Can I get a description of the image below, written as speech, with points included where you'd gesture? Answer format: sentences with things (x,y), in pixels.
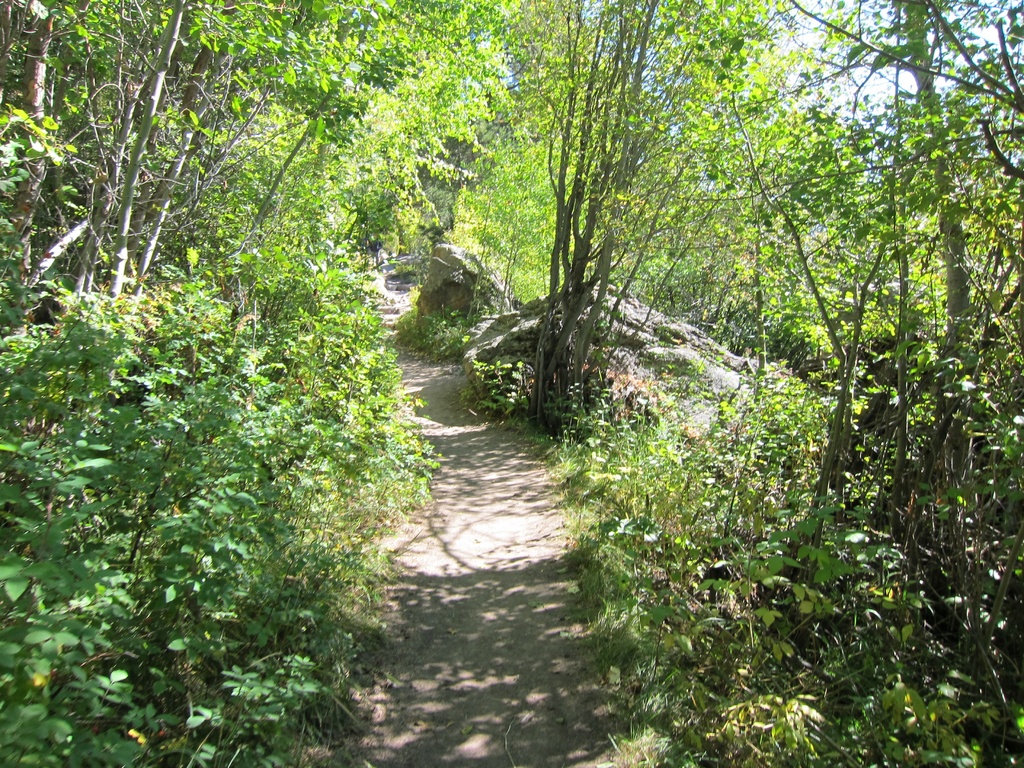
The picture might be taken in a forest (285,77). On the left (165,92) there are trees (343,173). On the right (980,78) there are trees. In the center (495,448) there is path (484,588). In the middle (546,327) there are plants (426,342), rocks (455,285) and trees (546,244).
